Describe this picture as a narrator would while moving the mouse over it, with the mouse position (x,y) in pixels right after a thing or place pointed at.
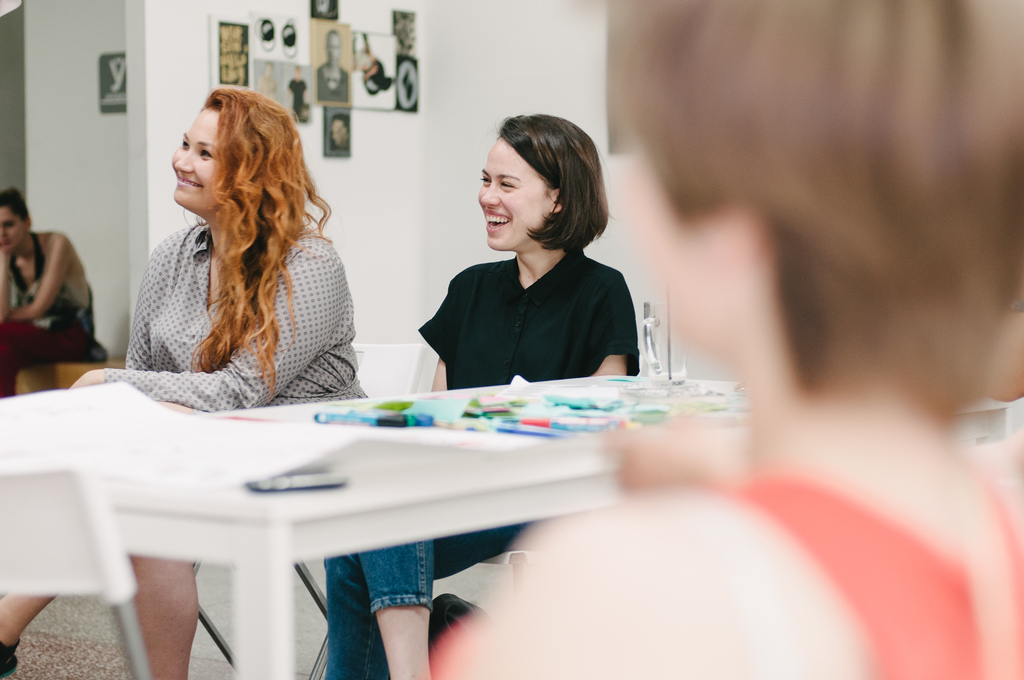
In this image i can see a girl (242,210) wearing a gray color shirt (297,339) and she is smiling, she sit in the chair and beside her there is another girl (463,306) she is wearing a black color shirt (488,291) and she is smiling and she is sitting in the chair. and there is a table (482,453) near to them, and there are some objects (530,422) kept on the table (550,440). and in front of the table (505,457) there is another girl (800,511) wearing a red color shirt (843,536). and the left corner (4,330) a girl (22,306) sit on the bench (75,362) and background of the image there is a wall (183,48). On the wall (199,48) there are the photo frame (323,44) attached to the wall (30,189).
